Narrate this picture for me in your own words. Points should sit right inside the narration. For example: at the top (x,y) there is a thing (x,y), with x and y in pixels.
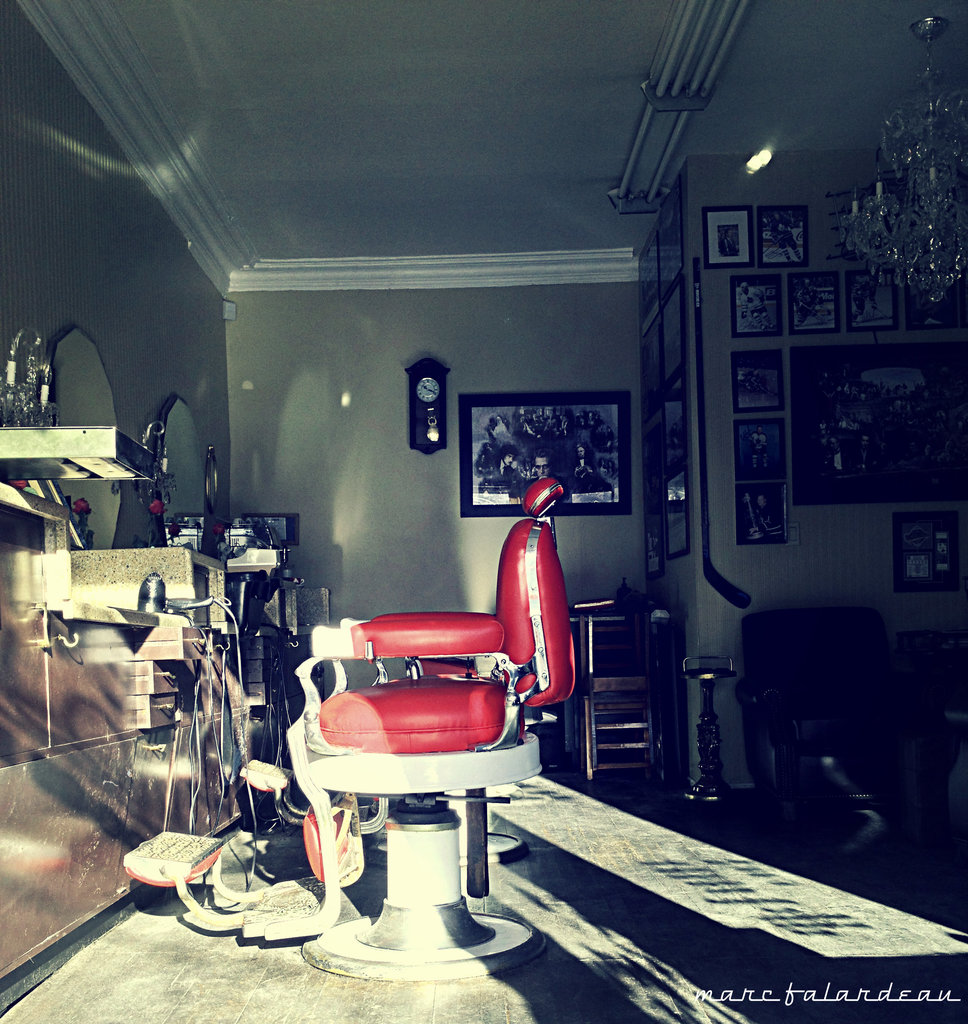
In this image I can see a seat (412,709) which is red in color and to the wall (149,417) I can see 2 mirrors (191,431), a clock (415,402), a photo frame (473,430) and I can see few couches (854,702), a chandelier (905,254), the ceiling (539,112), a light (758,166), few photo frames (806,385) attached to the wall (825,242), a hockey stick (718,579) and few other objects (653,642).
